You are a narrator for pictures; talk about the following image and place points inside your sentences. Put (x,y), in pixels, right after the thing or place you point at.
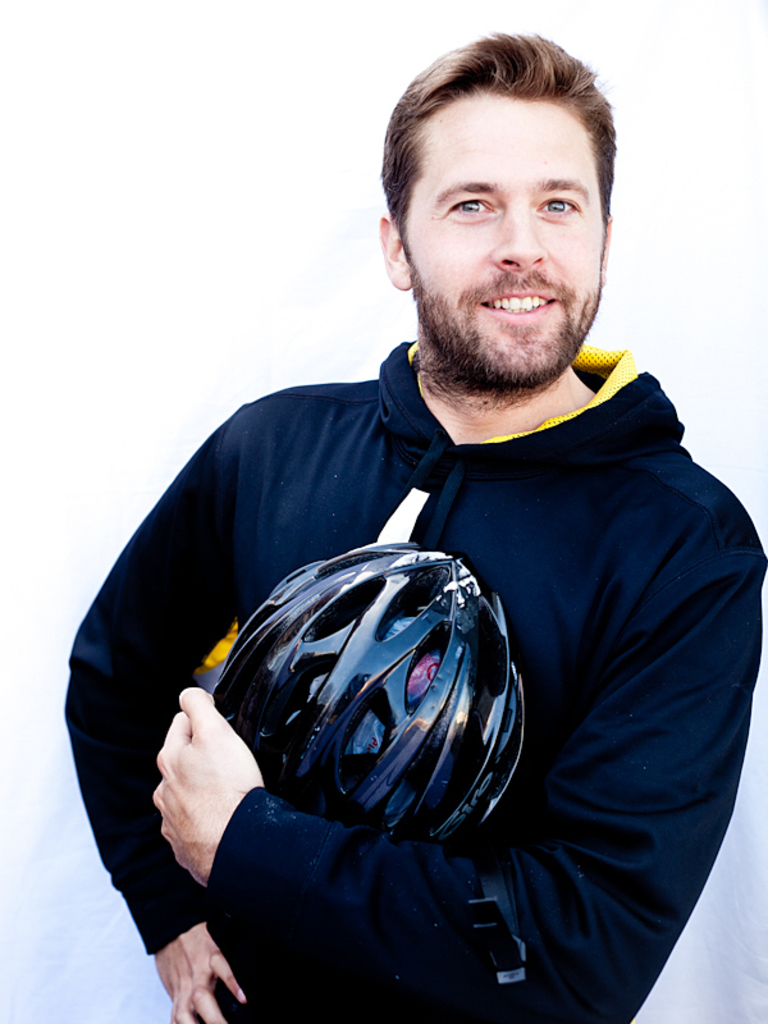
In the picture I can see a person (637,630) wearing black hoodie (610,649) is holding a helmet (356,695) in one of his hand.
